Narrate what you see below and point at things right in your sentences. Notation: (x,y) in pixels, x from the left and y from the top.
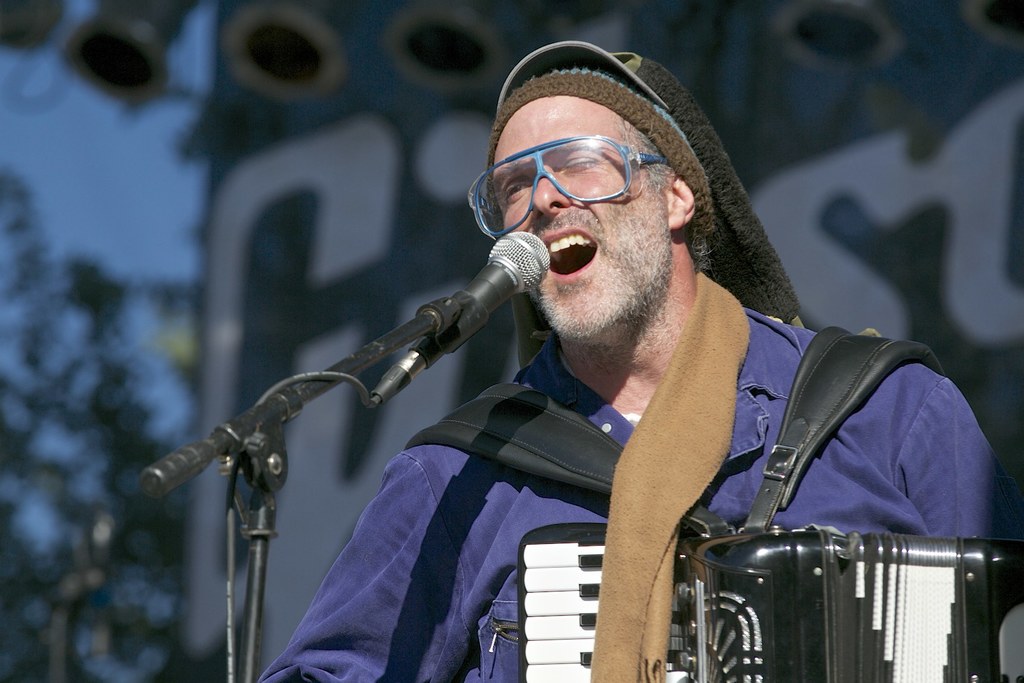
In the image I can see a person (624,462) wearing cap (671,93) and playing the musical instrument (728,583) in front of the mic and to the side there is a tree (24,661).
